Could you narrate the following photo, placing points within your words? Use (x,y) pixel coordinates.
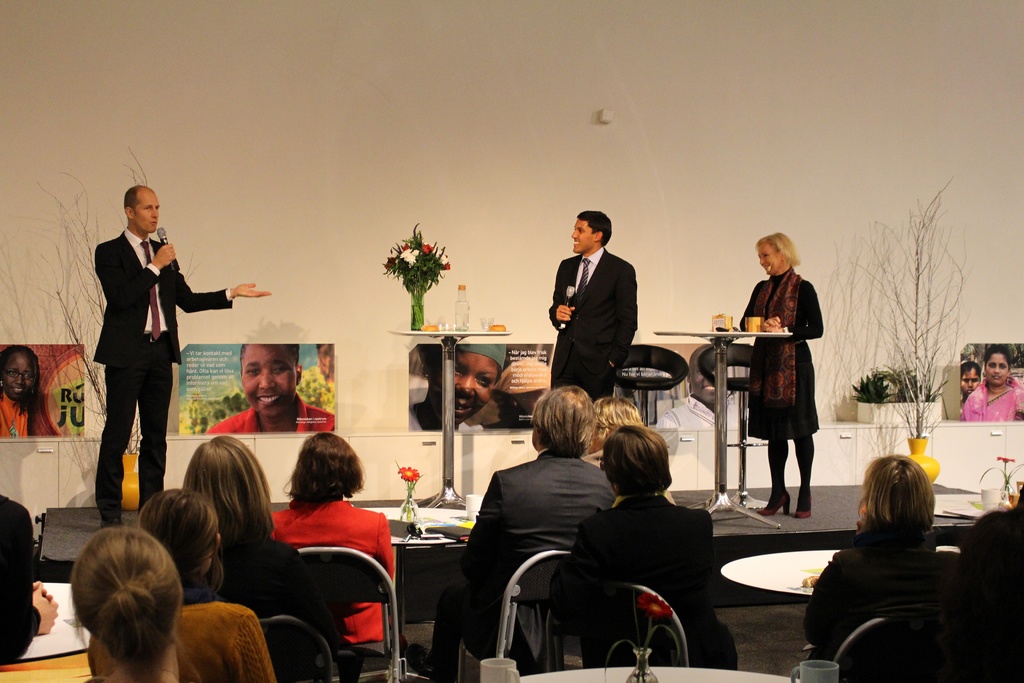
At the bottom of the picture (566,597), we see people (474,577) sitting on the chairs (327,591). We even see a table (619,675) on which cups (813,662) and a flower vase (643,655) are placed. In front of them, we see a table (451,517) on which cup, flower vase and some objects (426,525) are placed. Here, we see two men (621,330) and a woman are standing. The man (146,193) on the left side (134,298) is holding a microphone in his hand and he is talking on the microphone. Beside him, we see a man (599,292) is holding a microphone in his hand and he is smiling. Beside him, we see a table (463,335) on which flower vase (405,279) and water bottle (464,298) are placed. Behind him, we see a table (737,334) on which cup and some object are placed. Beside that, we see a woman (753,308) is standing. On the right side (921,224), we see the flower pots (919,430) and flower vase (923,462). In the background (462,348), we see a white wall (335,254) on which posters (276,386) are pasted.
